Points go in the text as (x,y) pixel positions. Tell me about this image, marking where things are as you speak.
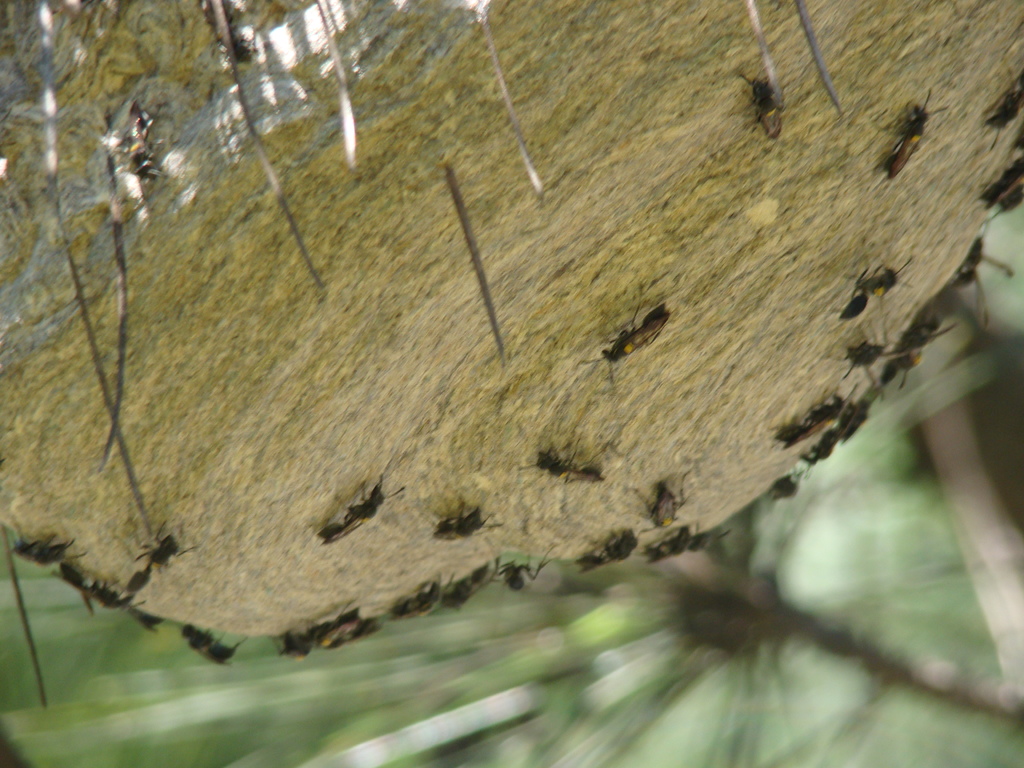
In this picture we can see a group of insects (627,537) on a nest (535,286) and in the background (61,628) we can see trees (757,559) and it is blurry.
